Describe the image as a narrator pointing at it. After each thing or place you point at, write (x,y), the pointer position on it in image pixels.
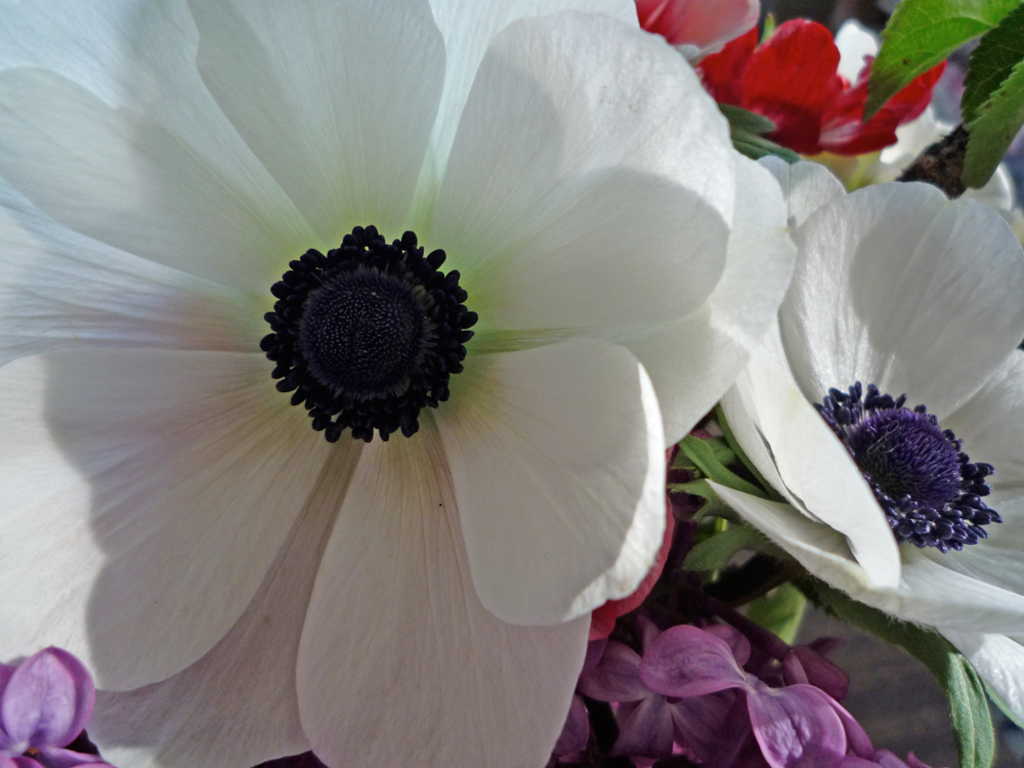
In this image I can see few flowers (870,314) and leaves (968,153). The flowers (616,206) are in white, violet and red colors. The middle part (441,361) of the flower (774,430) is in blue color.
